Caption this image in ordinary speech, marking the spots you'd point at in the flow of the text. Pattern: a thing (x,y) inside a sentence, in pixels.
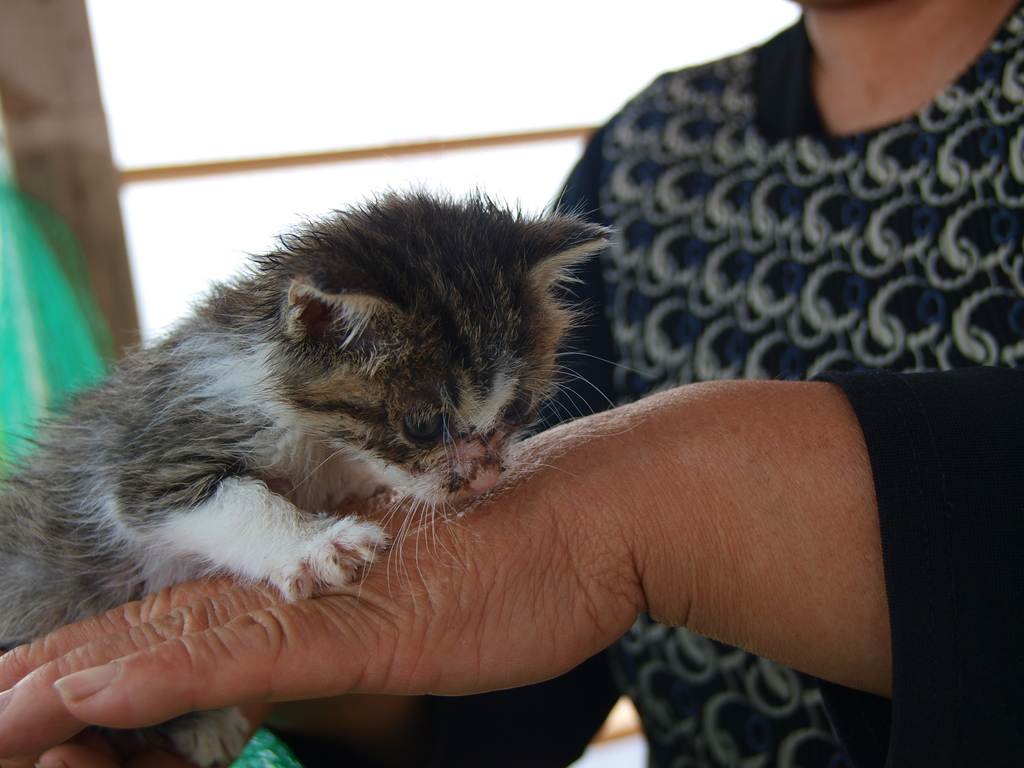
Here I can see a small cat (176,466) on a person's hand (520,562). The person (725,401) is wearing a blue color t-shirt (837,277). In the background (358,114) I can see a window (235,146).
